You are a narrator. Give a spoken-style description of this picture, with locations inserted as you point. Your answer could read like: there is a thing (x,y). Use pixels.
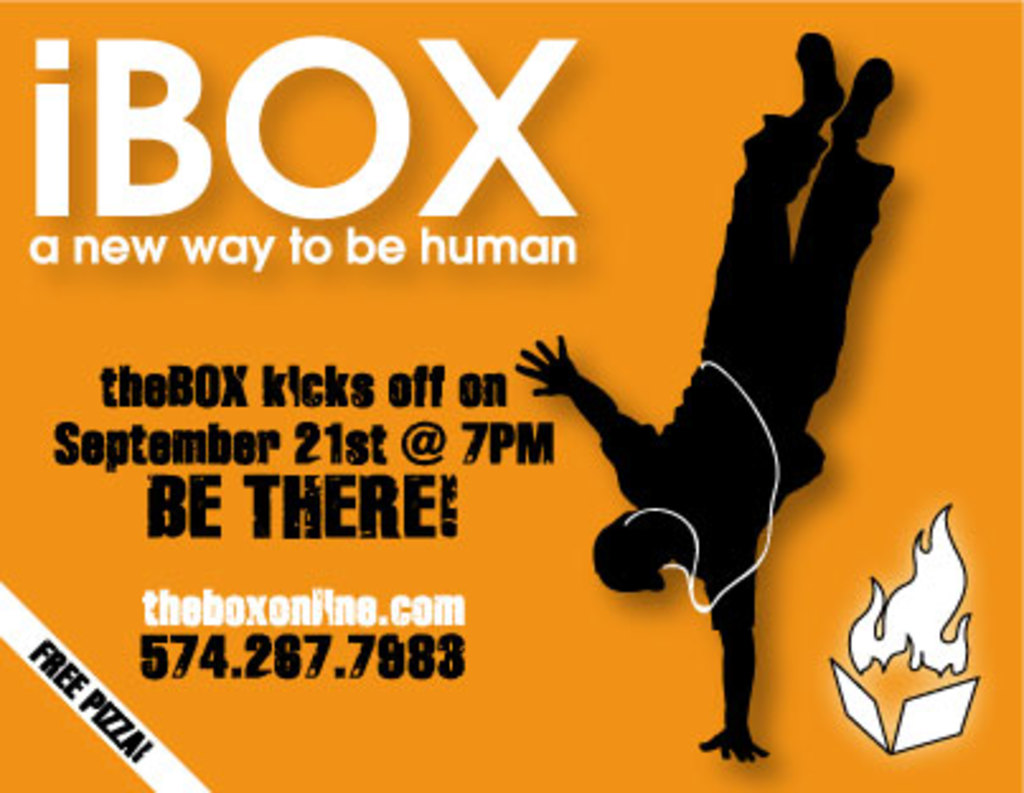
In the image it is an edited poster (333,241) and there is an organization name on the poster (538,484) and it is a promotion poster (672,537).
